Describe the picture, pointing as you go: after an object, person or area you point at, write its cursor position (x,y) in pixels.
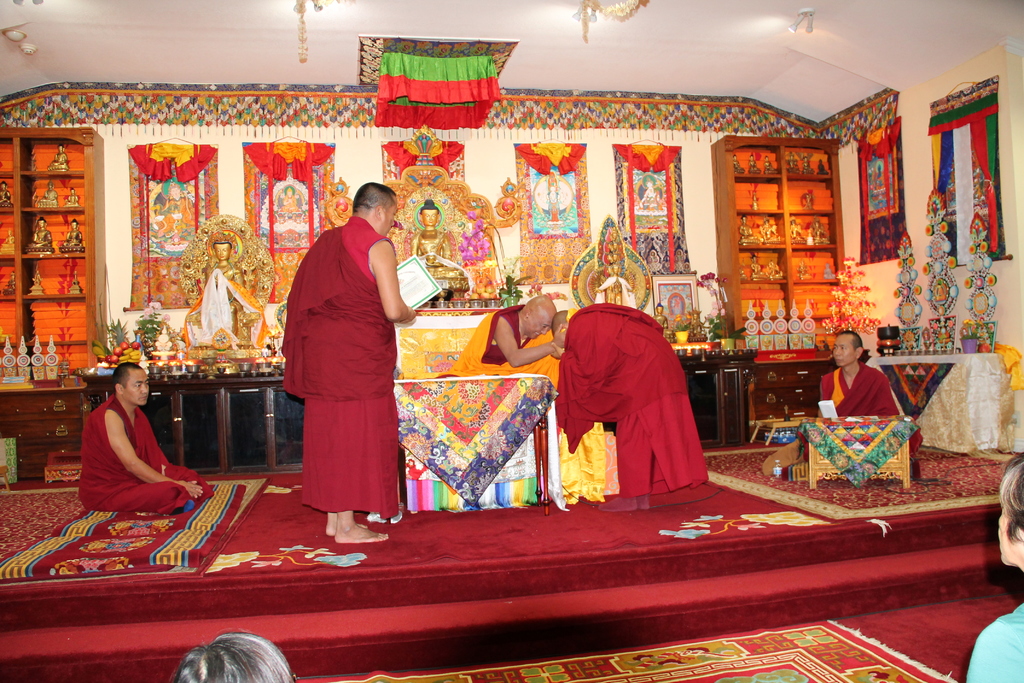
In this image there are a group of people (621,454) and some statues (233,245) and photo frames (395,159) on the wall (593,222), and on the right side (753,214) and left side (95,236) there are cupboards (771,214). In that cupboards (733,217) there are statues (76,236) and some tables (57,419), on the tables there are some shields (905,341) and some other objects (857,324). At the bottom (26,507) there are carpets (735,581) and some objects (836,435), and at the top (309,39) there is ceiling (797,70) and some lights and curtains (393,84) and some other objects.
